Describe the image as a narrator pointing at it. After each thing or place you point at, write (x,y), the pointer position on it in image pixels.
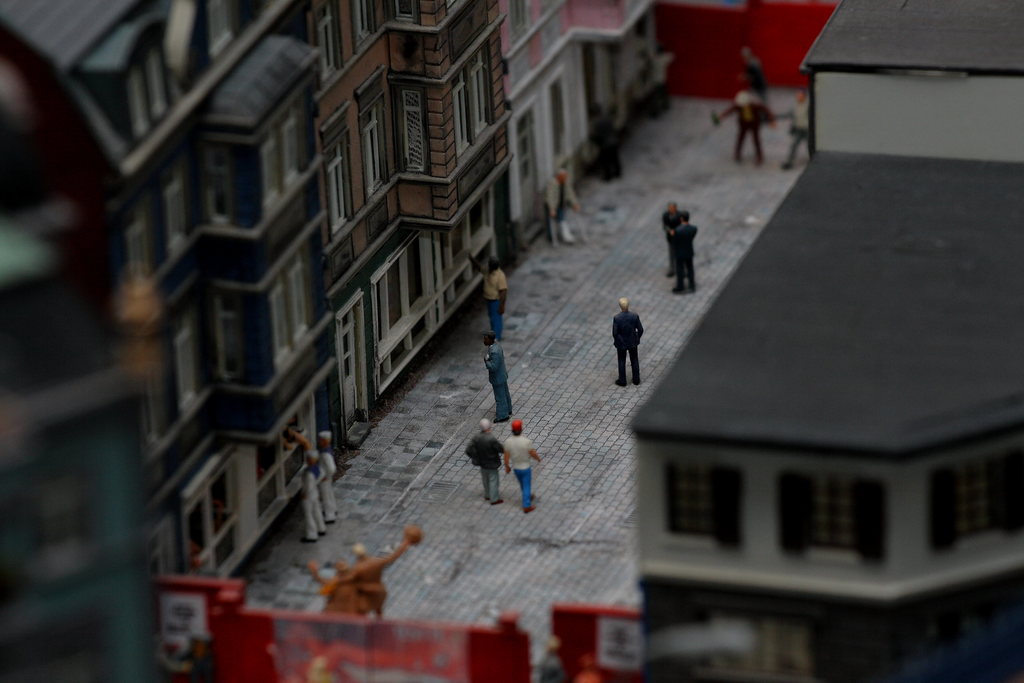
This is an architecture (715,352). In this we can see the buildings (669,471), toy (515,452) of persons (515,452), road (560,415), wall (800,4) and gates (585,657).
